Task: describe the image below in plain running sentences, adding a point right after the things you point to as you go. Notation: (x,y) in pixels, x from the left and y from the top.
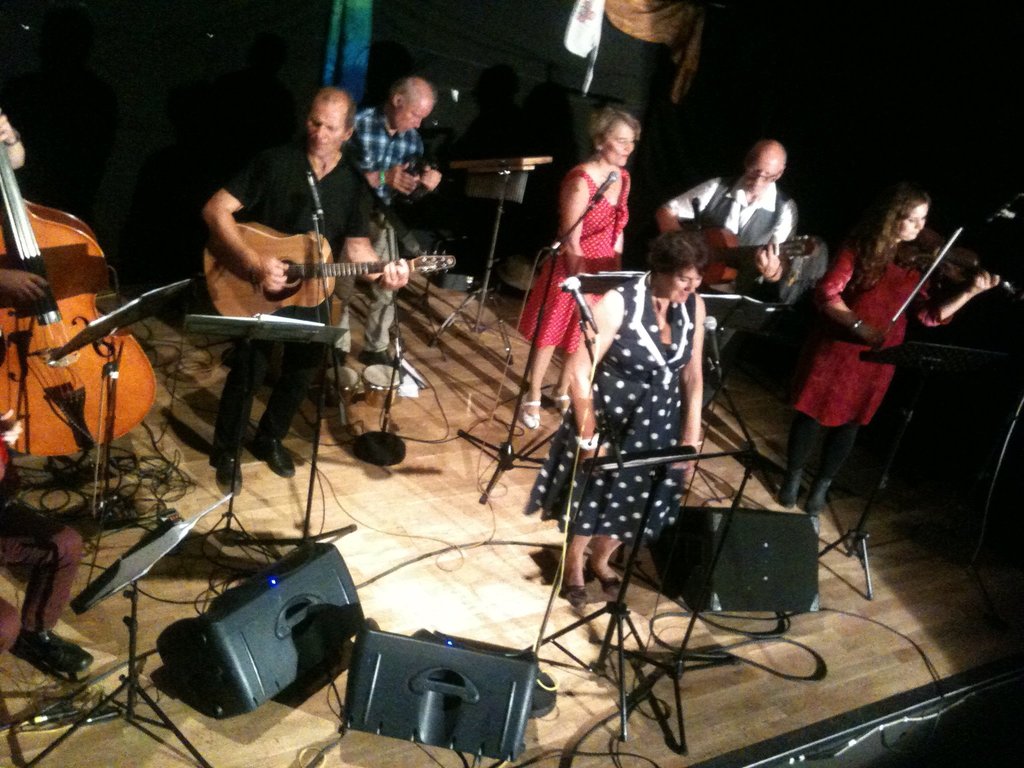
In this image there are a group of people (869,388) who are standing and they are holding a guitar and on the top (579,79) there is a black cloth (442,55) and on the stage (651,585) there are some sound systems (349,624) and wires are there and on the board (229,333) there are some papers (241,318).
